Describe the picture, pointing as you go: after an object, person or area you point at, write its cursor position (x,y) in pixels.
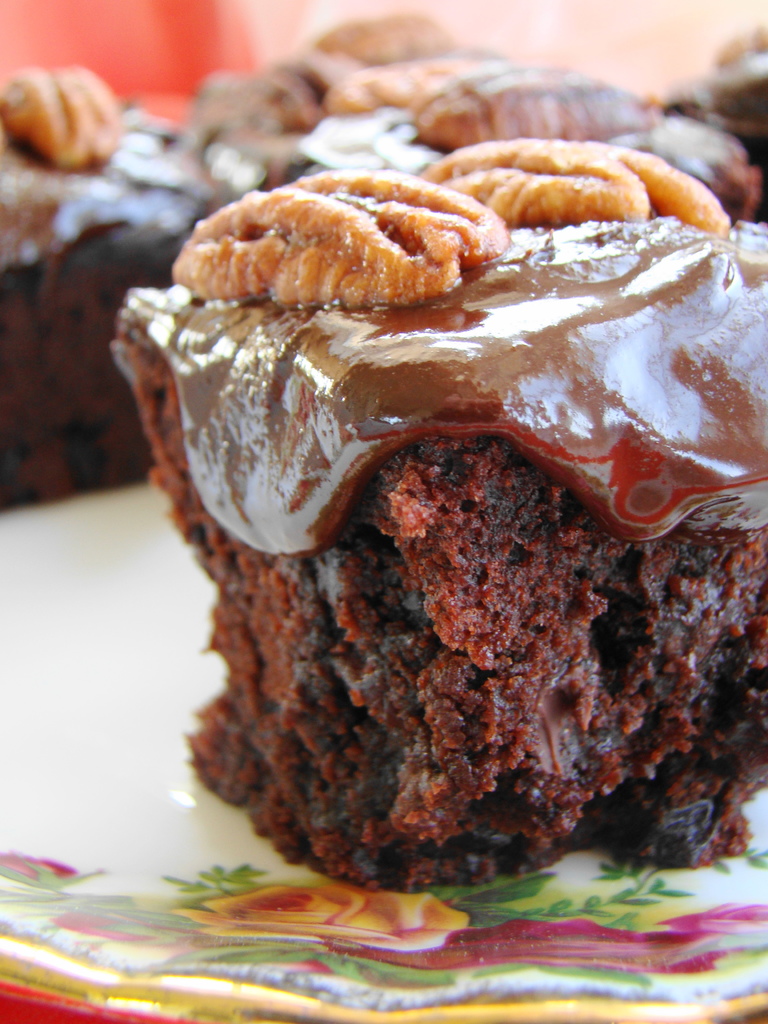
In this image we can see a chocolate cake (569,690) kept on the plate (60,712). The background of the image is slightly blurred, where we can see few more pieces (145,146) of chocolate cake (52,306).
